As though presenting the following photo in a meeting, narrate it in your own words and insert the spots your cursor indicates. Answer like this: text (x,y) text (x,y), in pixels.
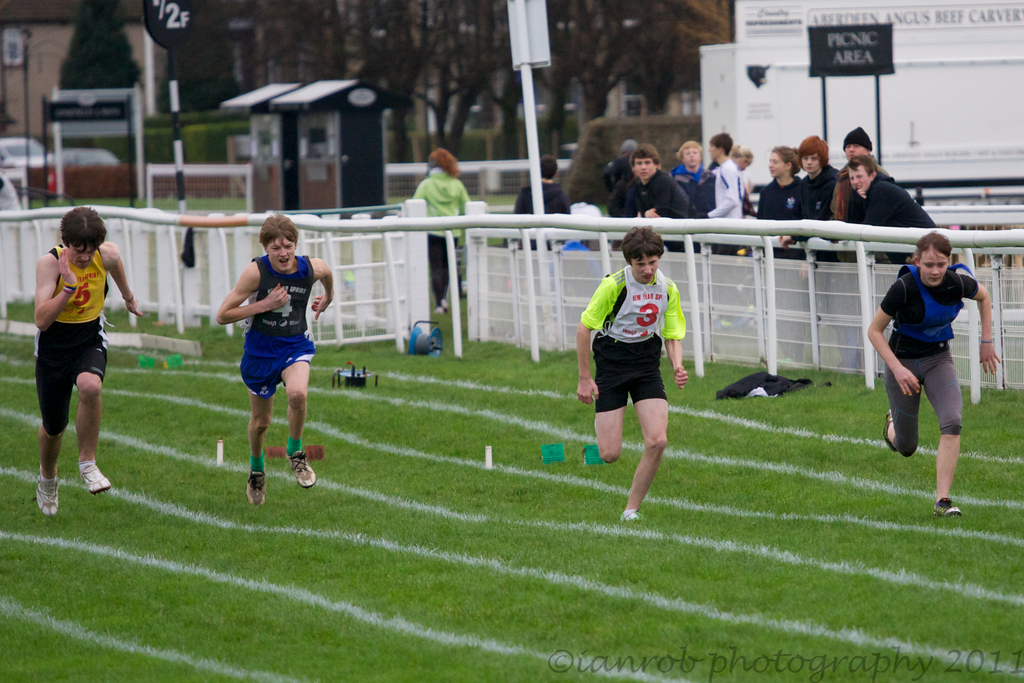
In this picture we can see four people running on the ground (452,502) and in the background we can see a fence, trees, poles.
